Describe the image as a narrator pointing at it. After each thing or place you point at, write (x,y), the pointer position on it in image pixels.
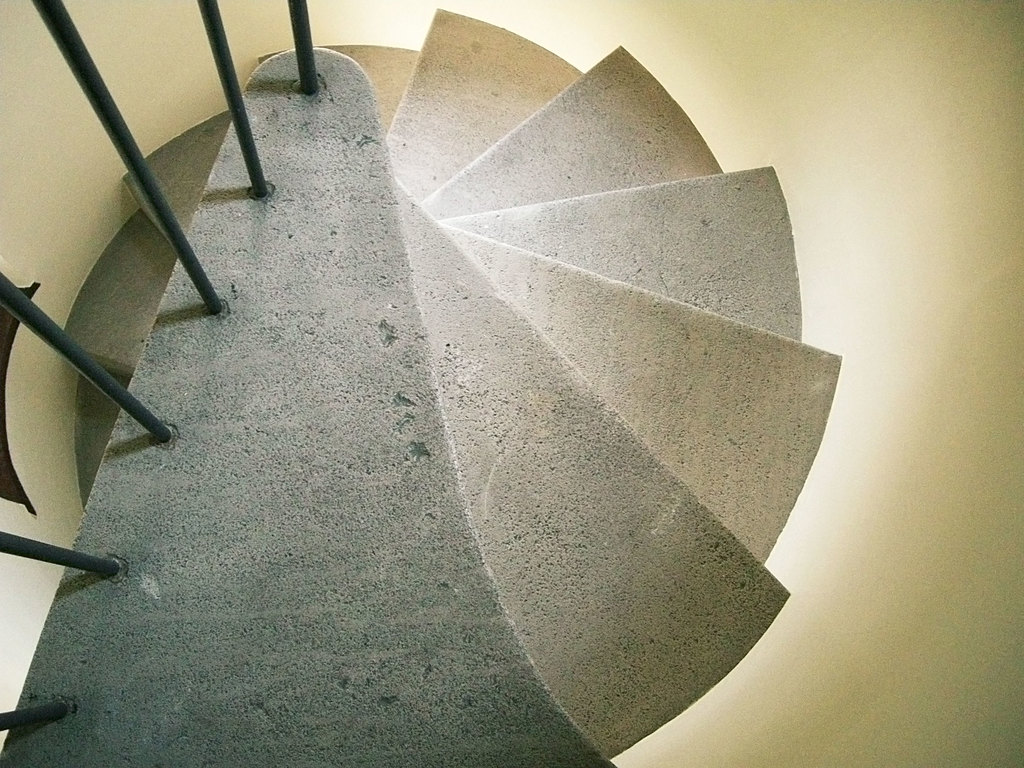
In the picture we can see the steps (211,724) and near it we can see the iron rods (103,573) to it.
